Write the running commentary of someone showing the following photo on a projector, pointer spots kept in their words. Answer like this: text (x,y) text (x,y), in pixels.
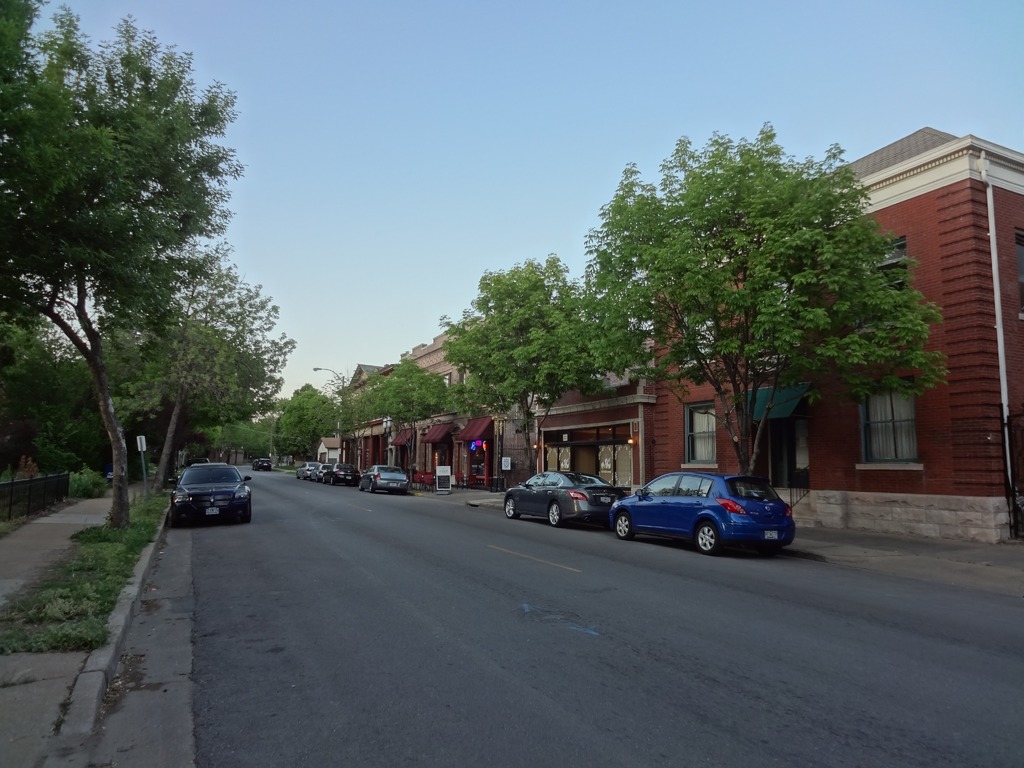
In this image, we can see few vehicles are parked on the road (461,575). Here we can see trees (71,468), plants (53,444), grass (107,544), walkway (11,557), fencing (32,506), houses (799,419), walls (941,427), windows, poles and boards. Background (392,274) there is the sky (380,231).
